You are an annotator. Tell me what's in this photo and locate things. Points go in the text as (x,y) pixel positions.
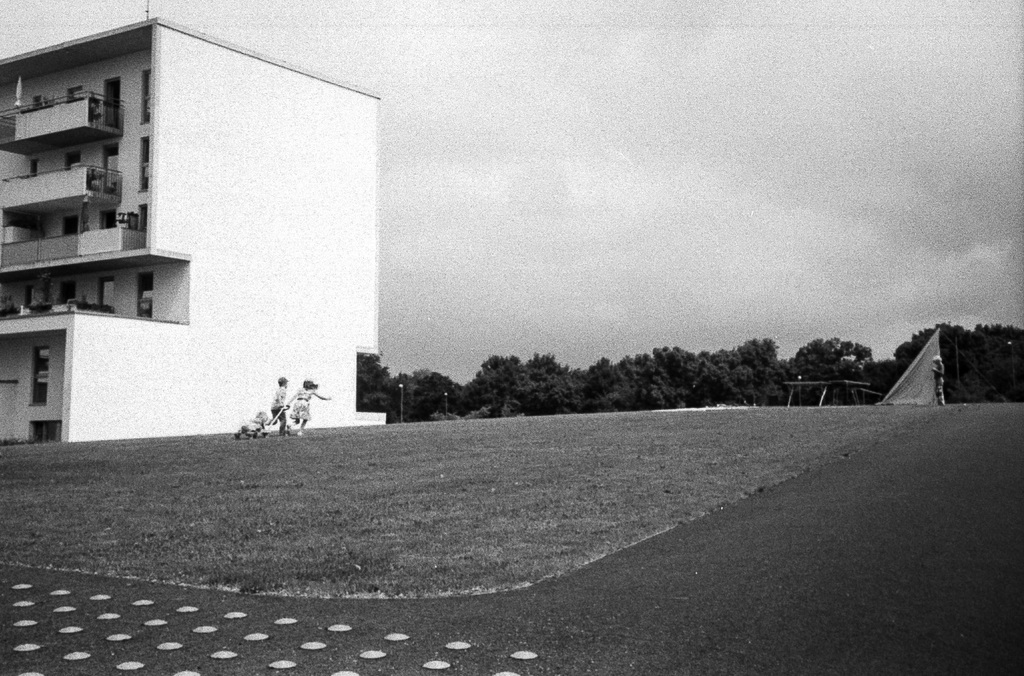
This is a black and white image. I can see a boy (285,388) and a girl (303,413) holding an object (246,427) and running on the grass (332,444). This is the building (183,146) with windows (146,160). This looks like a balcony (1,204). These are the trees (803,357). I can see another person (939,361) standing. This looks like a cloth (903,386).
